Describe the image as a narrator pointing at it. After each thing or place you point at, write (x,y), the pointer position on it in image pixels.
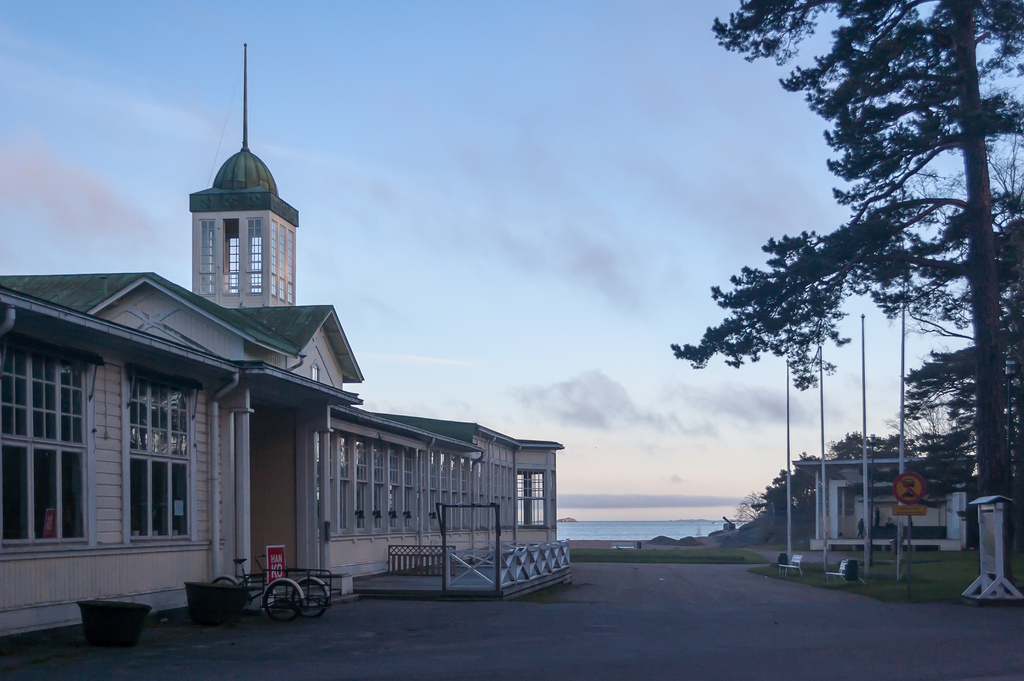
On the left side of the image (216,437) there is a building (219,483), in front of the building (7,558) there is a tricycle (288,594), board (277,583) with some text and there are two pots (211,588). On the right side of the image (931,491) there is another building (863,492), trees (961,480), poles (905,516), benches (793,564), plants (819,573) and a wooden structure (986,533). In the background (609,508) there is water (664,526) and the sky (470,274).
